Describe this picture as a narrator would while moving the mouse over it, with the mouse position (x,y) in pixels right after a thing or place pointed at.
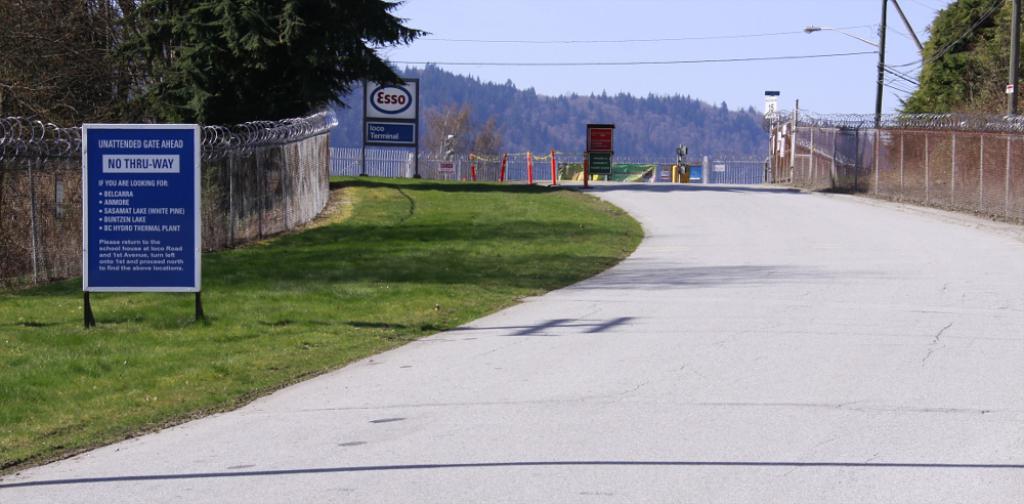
In the center of the image (533,187) we can see grass (388,217), wall (280,151), fencing (280,151), trees (344,85), board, poles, light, wires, road (686,201), hills (636,134) are there. At the top of the image (638,28) sky (658,27) is there. At the bottom of the image (688,413) ground (739,367) is there.
